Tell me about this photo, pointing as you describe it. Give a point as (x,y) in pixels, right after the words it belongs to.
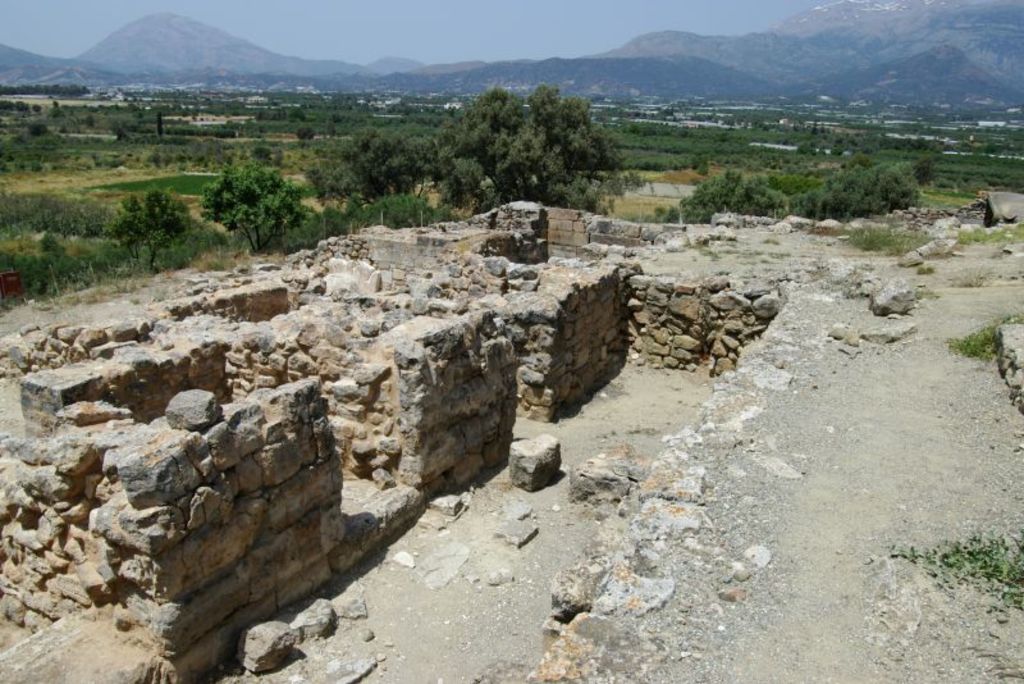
This image looks like a fort (684,417). At the bottom (536,472), we can see many rocks (525,474) and wall (246,476) made up of rock (167,490). In the background (49,116), there are many trees (47,131) and houses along with mountains (519,73). At the top (20,33), there is sky (54,52).
